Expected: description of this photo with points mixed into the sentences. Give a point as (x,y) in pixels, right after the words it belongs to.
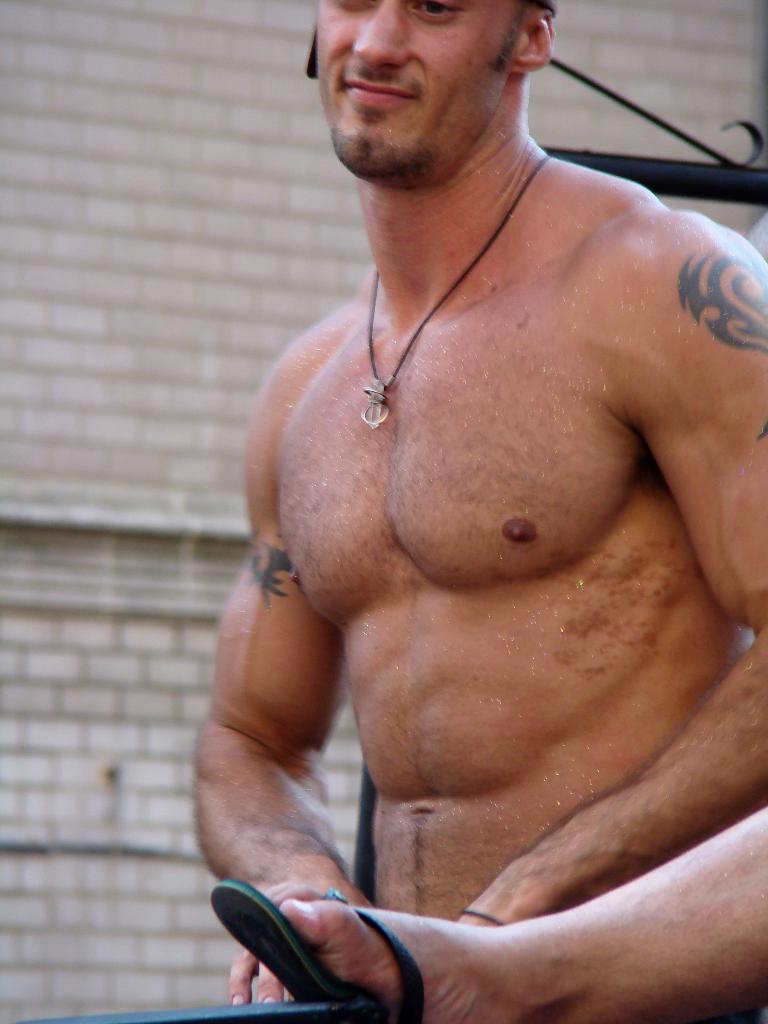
In this image we can see a man (440,574). Also we can see leg (617,929) of a person (516,976). In the back (112,690) there is a wall (104,778).
